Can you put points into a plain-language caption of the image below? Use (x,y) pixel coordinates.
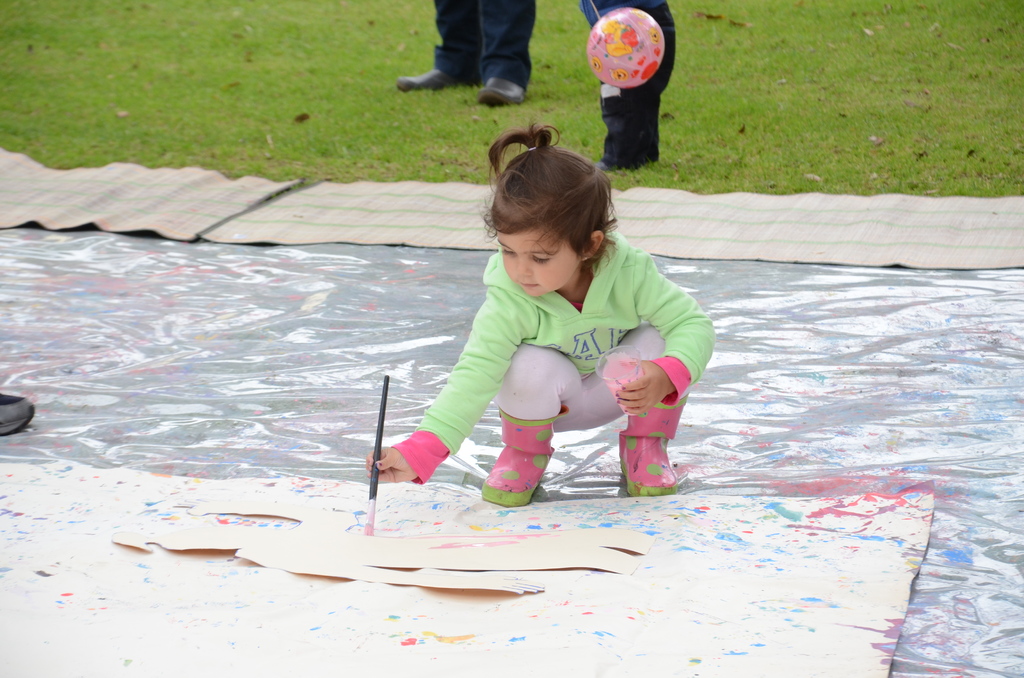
In this image we can see a girl (447,395) doing a painting (463,541) on a sheet (367,579) and the girl (511,425) is holding a glass (633,368). We can see a cover (554,445). At the top (595,33) we can see the persons (510,32) and a balloon (637,40). The persons (501,85) are standing on a grassy land (479,109). On the left side (28,415), we can see a shoe (15,426).
